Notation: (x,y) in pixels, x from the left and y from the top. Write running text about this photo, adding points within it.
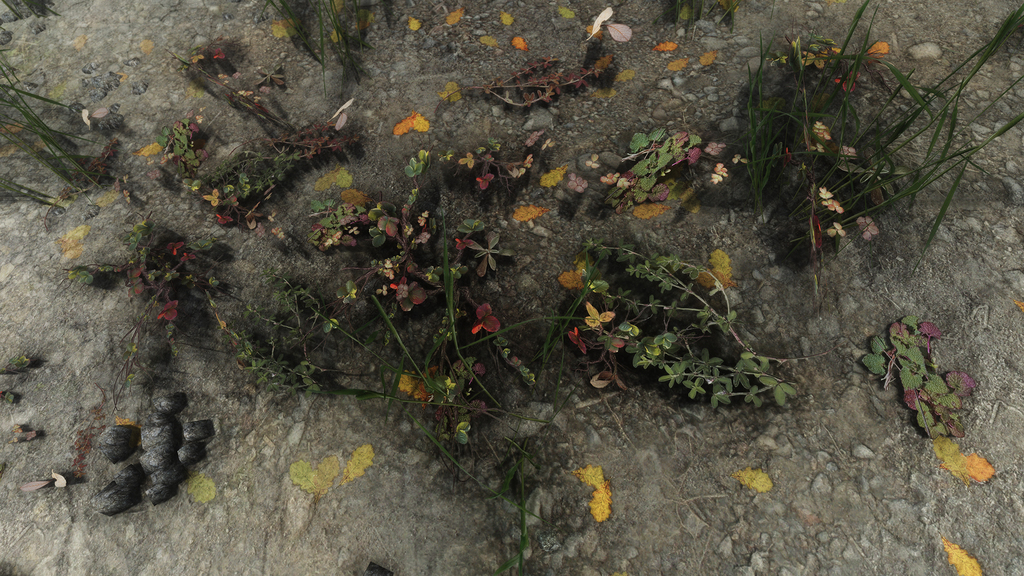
In this picture we can see some plants (460,365) and leaves (332,179), there are some stones (725,45) here.
